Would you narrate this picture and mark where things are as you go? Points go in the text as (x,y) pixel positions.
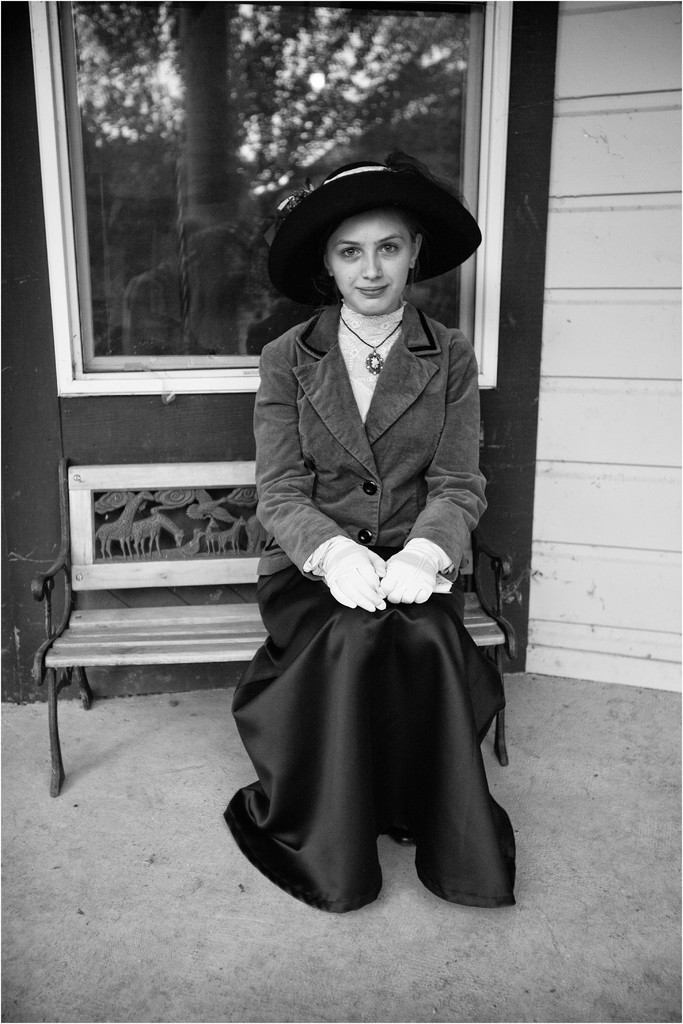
In this picture I see a woman (410,507) in front (303,595) who is sitting on a bench (160,563) and I see that she is smiling. In the background (518,85) I see the wall (506,504) and I see a window (247,159) and I see that this is a black and white image.
